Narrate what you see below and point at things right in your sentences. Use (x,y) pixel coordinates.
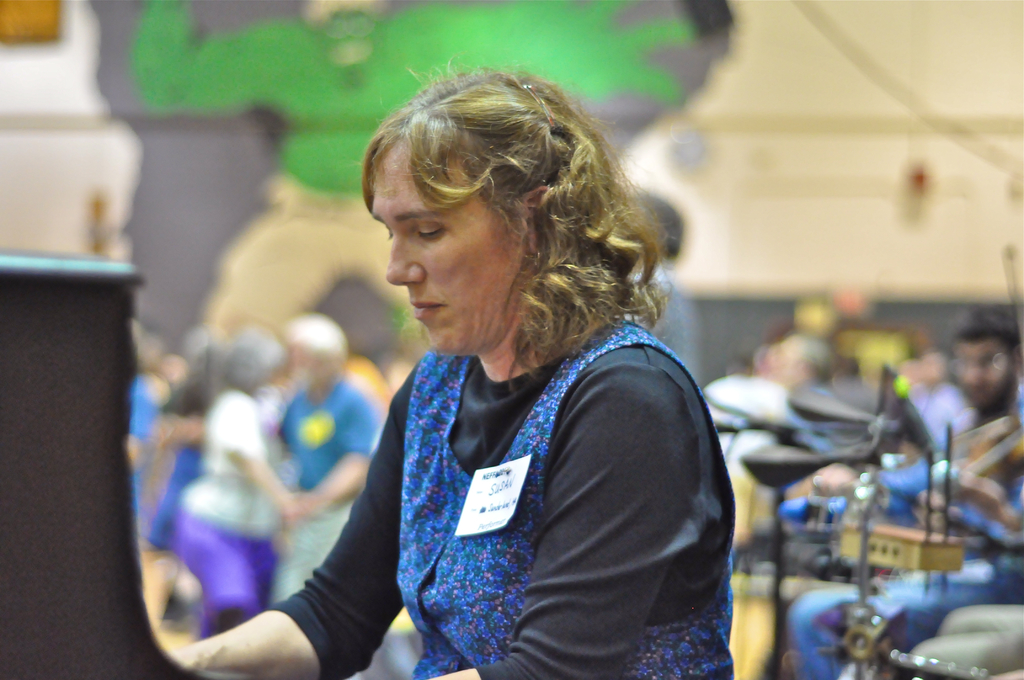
In the given image i can see a lady (640,449) wearing badge (491,469) and behind her i can see other people (676,224).
